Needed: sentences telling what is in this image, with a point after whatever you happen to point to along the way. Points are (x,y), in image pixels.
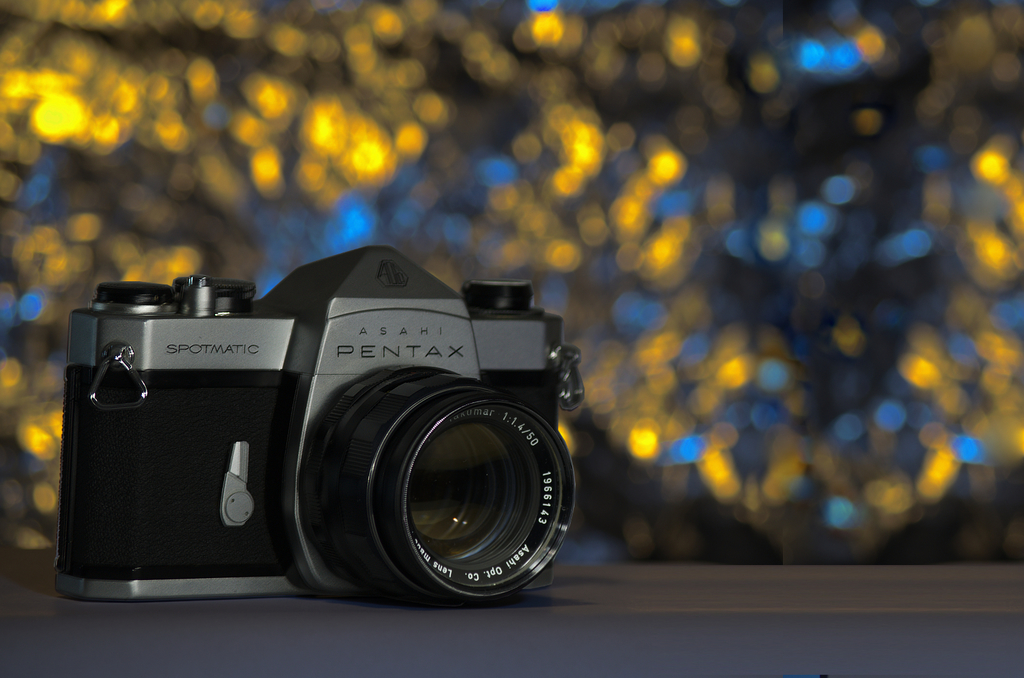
This image consists of a camera (297,471) which is in the center (436,445) and there is some text (177,350) written on the camera (386,383) and the background (954,211) is blurry.
